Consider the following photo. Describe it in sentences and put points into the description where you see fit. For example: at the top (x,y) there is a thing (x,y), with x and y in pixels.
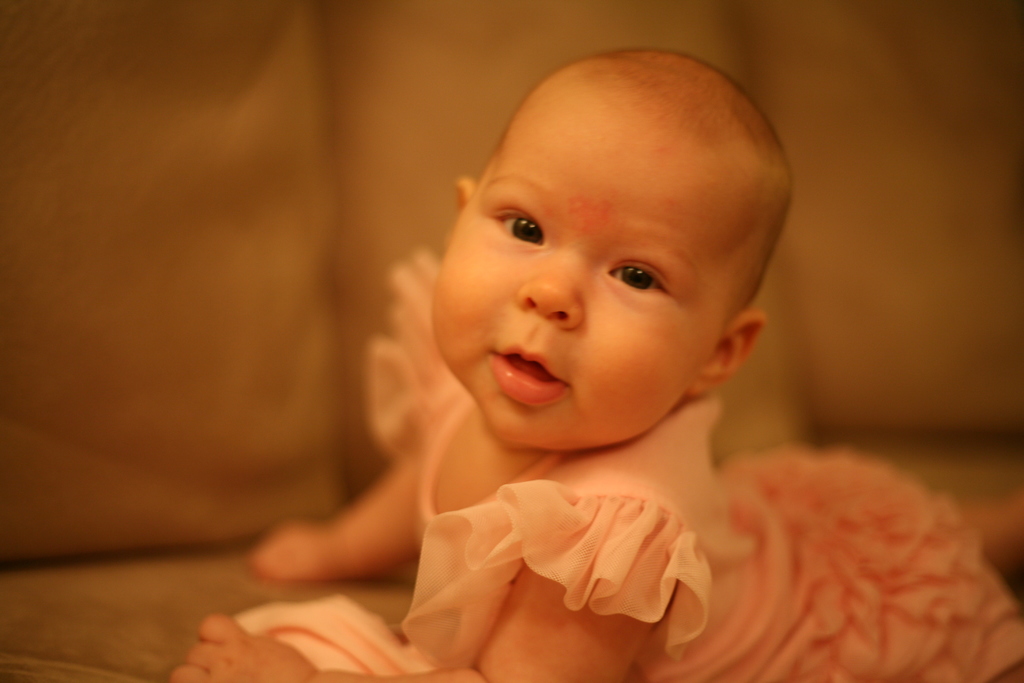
In this picture we can see a baby (393,398) and in the background (914,50) it is blurry.
